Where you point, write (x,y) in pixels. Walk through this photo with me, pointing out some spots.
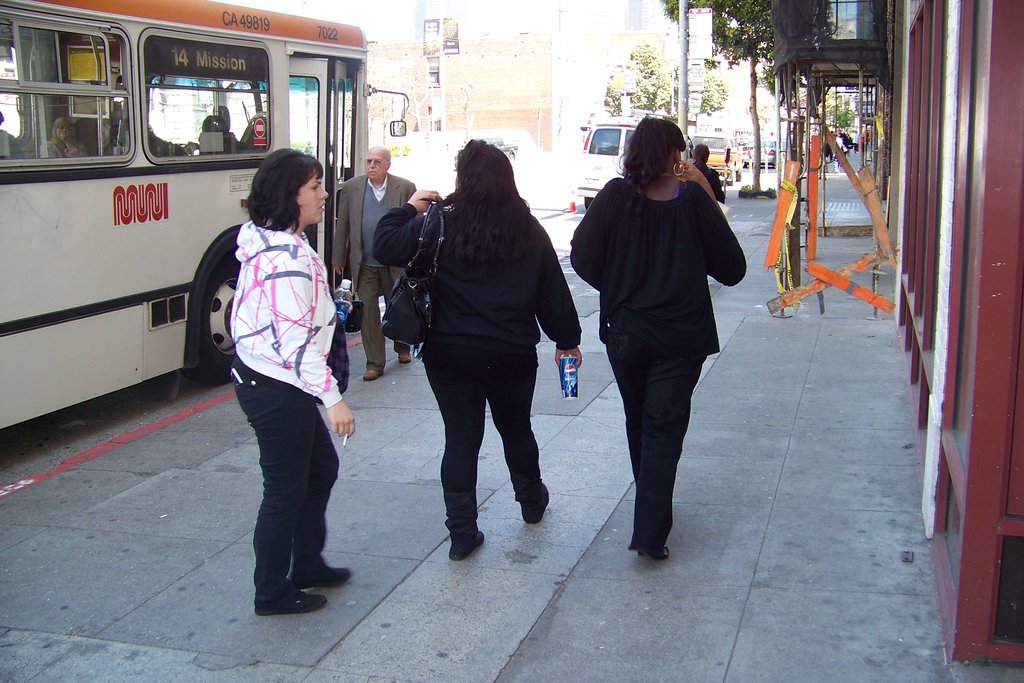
In the image we can see there are people (466,290) standing on the footpath (922,601) and there is a person (509,284) holding juice can (566,376) in her hand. There is a woman (333,314) holding water bottle (338,293) and cigarette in her hand (349,430). There are vehicles (21,179) parked on the road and there are trees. Behind there are buildings (421,122).
